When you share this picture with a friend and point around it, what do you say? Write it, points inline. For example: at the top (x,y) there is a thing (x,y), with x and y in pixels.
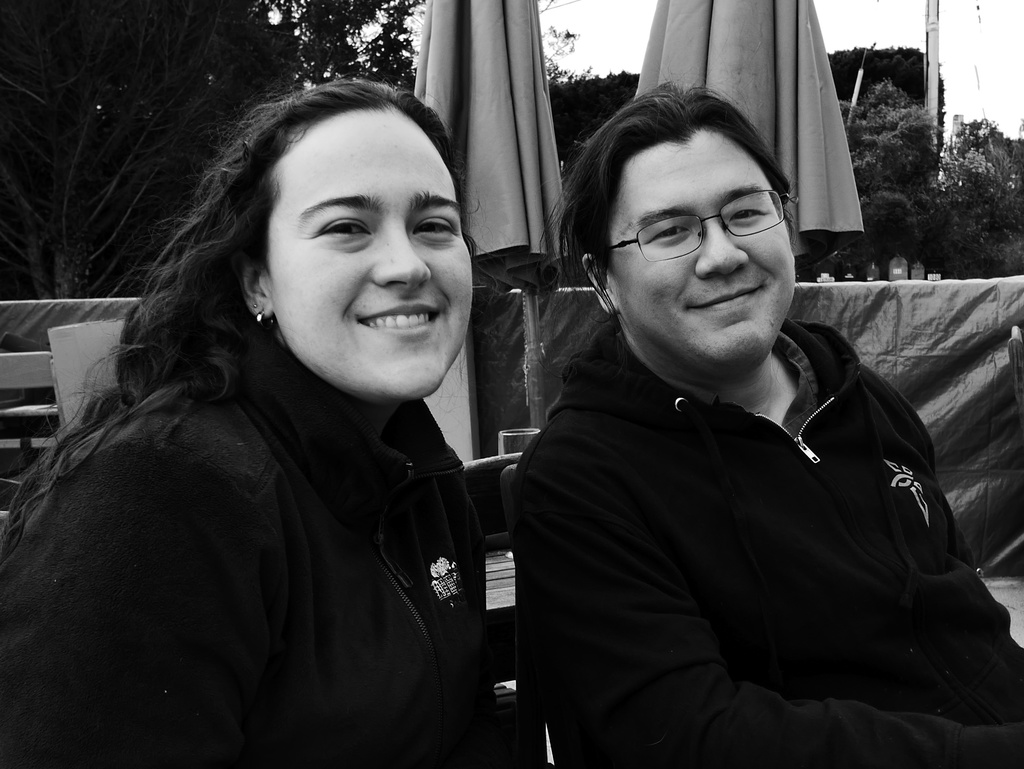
In this image there are two person (551,415). There are trees (174,146) on the background (898,146). There is a sky (993,53).
